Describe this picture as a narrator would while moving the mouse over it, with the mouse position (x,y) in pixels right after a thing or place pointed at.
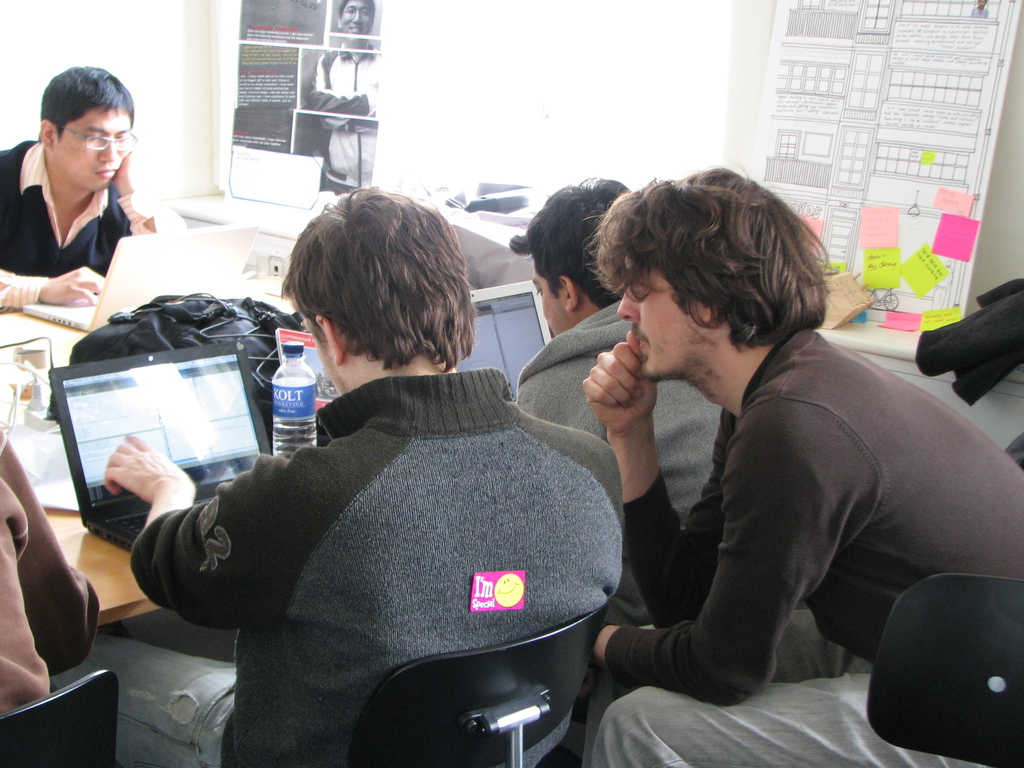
In this image, we can see persons (506,432) wearing clothes (345,562) and sitting in front of the table (114,557). This table (124,566) contains laptops (489,288), bottle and bag (263,324). There is a board (864,56) in the top right of the image (918,90). There is a poster (331,68) at the top of the image (355,18).
